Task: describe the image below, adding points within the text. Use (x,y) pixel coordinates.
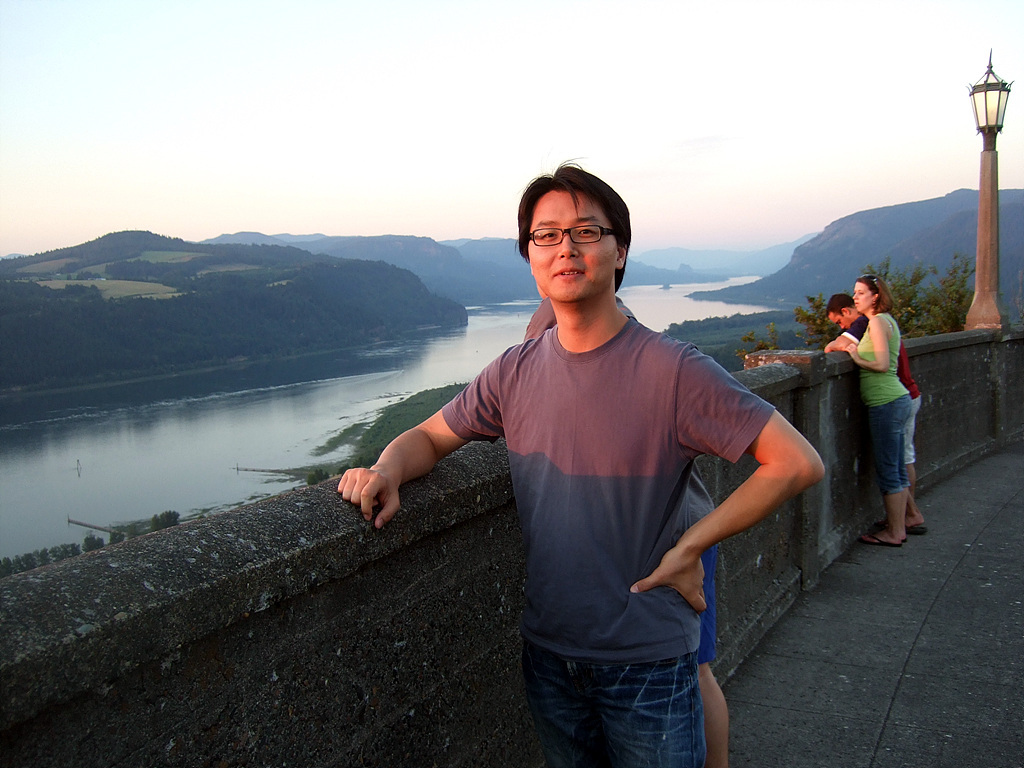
In this image I can see four persons (695,414) are standing. In front (661,552) the person (614,588) is wearing brown color t-shirt (667,536) and I can see the light pole (997,172). In the background (399,392) I can see the water (238,416), few trees (75,339), mountains (466,241) and the sky (356,98) is in white and blue color.
